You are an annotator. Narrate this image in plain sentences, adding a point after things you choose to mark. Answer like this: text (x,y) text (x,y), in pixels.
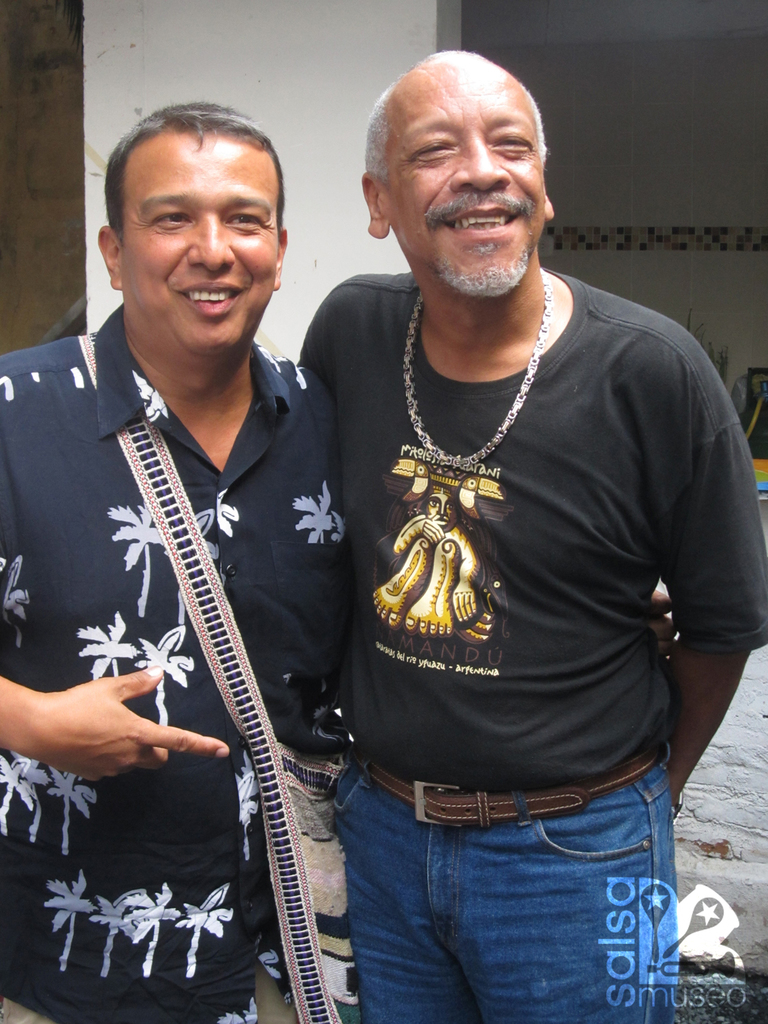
In front of the image there are two people (255,495) standing with a smile (483,222) on their face (417,251), at the bottom of the image (615,914) there is logo (654,892) with text (629,890), behind them there is a pillar (295,113) and a tile wall (570,270).
